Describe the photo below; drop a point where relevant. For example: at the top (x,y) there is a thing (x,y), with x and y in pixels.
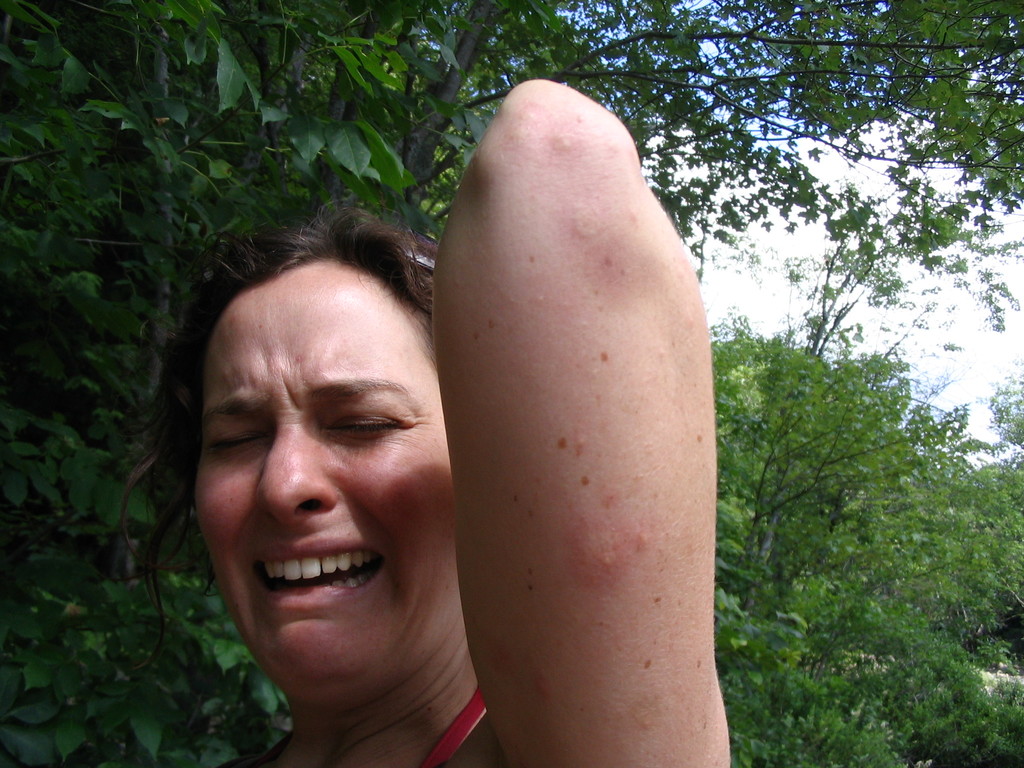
In this picture there is a woman (657,513) standing and crying. At the back (970,597) there are trees (57,268). At the top (821,244) there is sky (784,310).
